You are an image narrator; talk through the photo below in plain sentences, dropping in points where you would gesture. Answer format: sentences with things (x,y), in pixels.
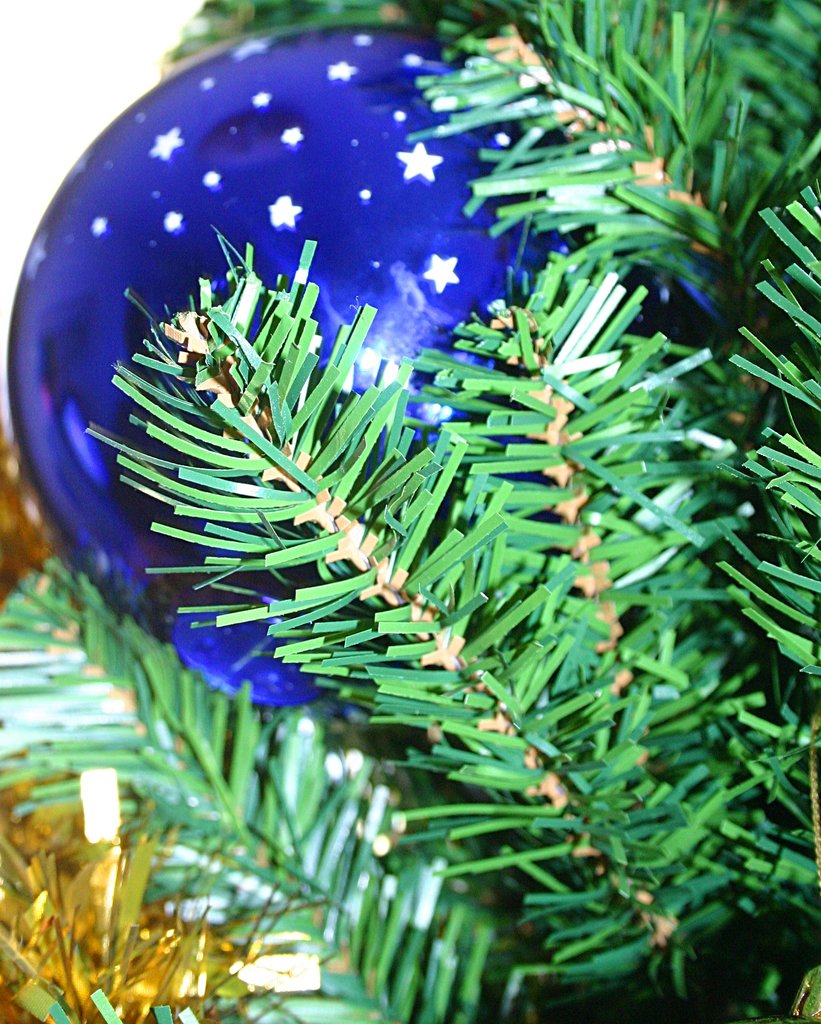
In this picture we can see a blue Christmas toy ball (274,97) and a plant (173,688).
